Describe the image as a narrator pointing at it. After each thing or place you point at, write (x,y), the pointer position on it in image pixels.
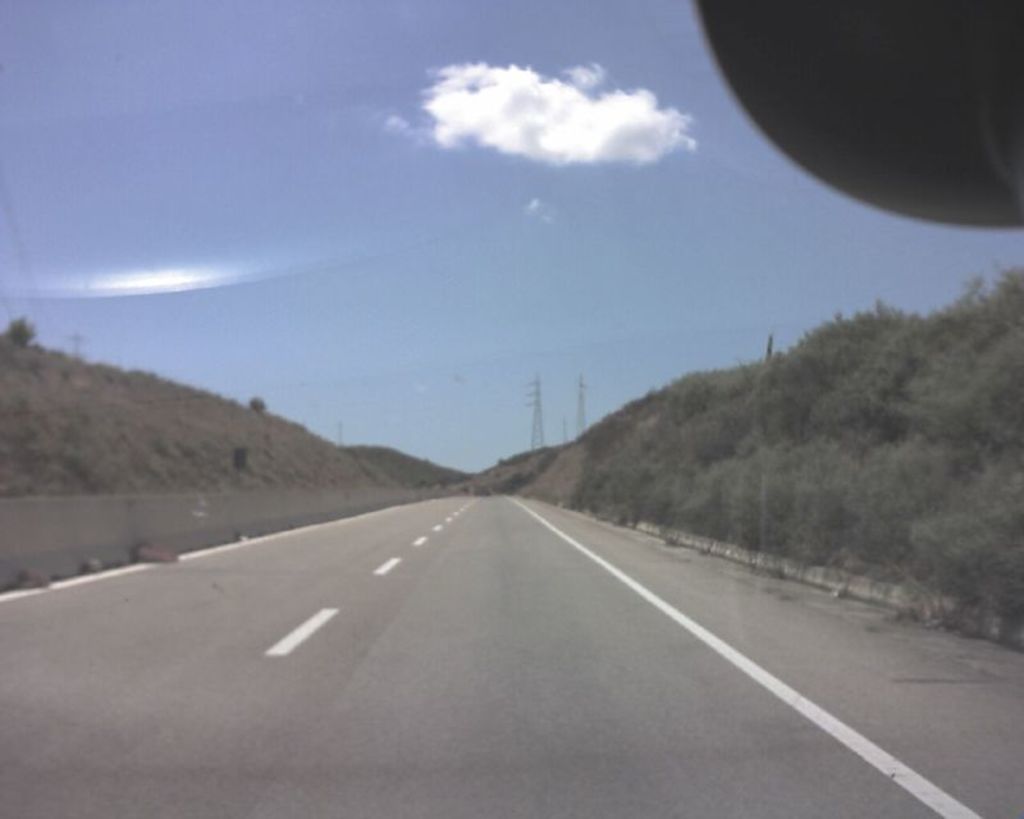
In this image I can see a road (532,522) in the centre (526,542) and on it I can see few white lines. I can also see few towers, clouds (665,134) and the sky (262,200) in the background (601,233) and on the right side of this image (783,437) I can see plants (783,437).
